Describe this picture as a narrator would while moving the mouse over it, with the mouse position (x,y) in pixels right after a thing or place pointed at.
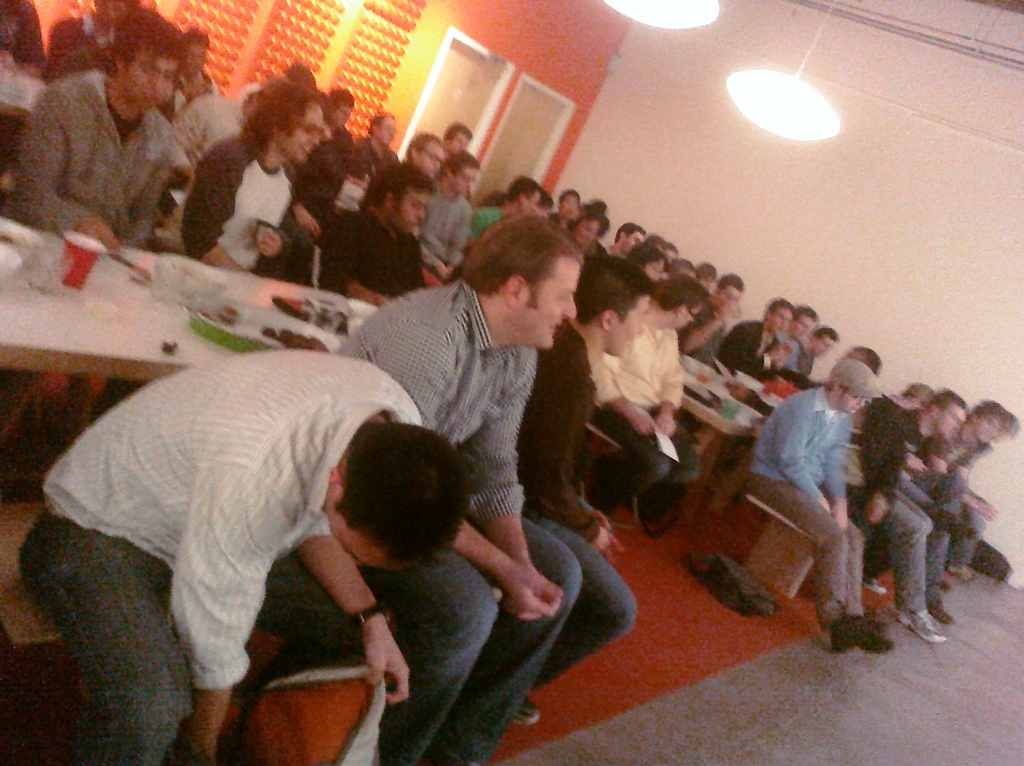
In this image I can see a group of people (359,282) are sitting on the benches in front of tables (155,304) on which I can see plates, bowls (196,326), glasses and food items (300,334). In the background (652,8) I can see a wall (613,84), doors (565,115) and lights (614,2) on a rooftop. This image is taken may be in a hall (641,645).
